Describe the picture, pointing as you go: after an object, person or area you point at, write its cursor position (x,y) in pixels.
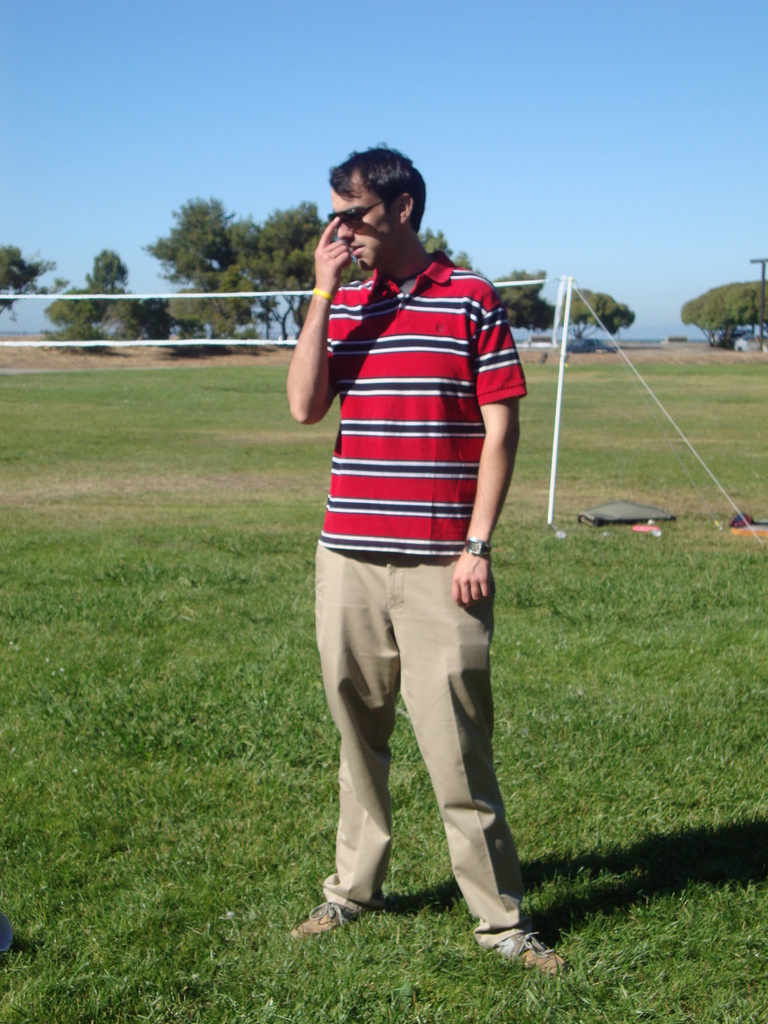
In this image we can see a person (475,723) standing and wearing goggles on the ground (593,636), also we can see a net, there are some trees (16,271), grass (347,983) and other objects (767,334) on the ground (308,438), in the background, we can see the sky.
